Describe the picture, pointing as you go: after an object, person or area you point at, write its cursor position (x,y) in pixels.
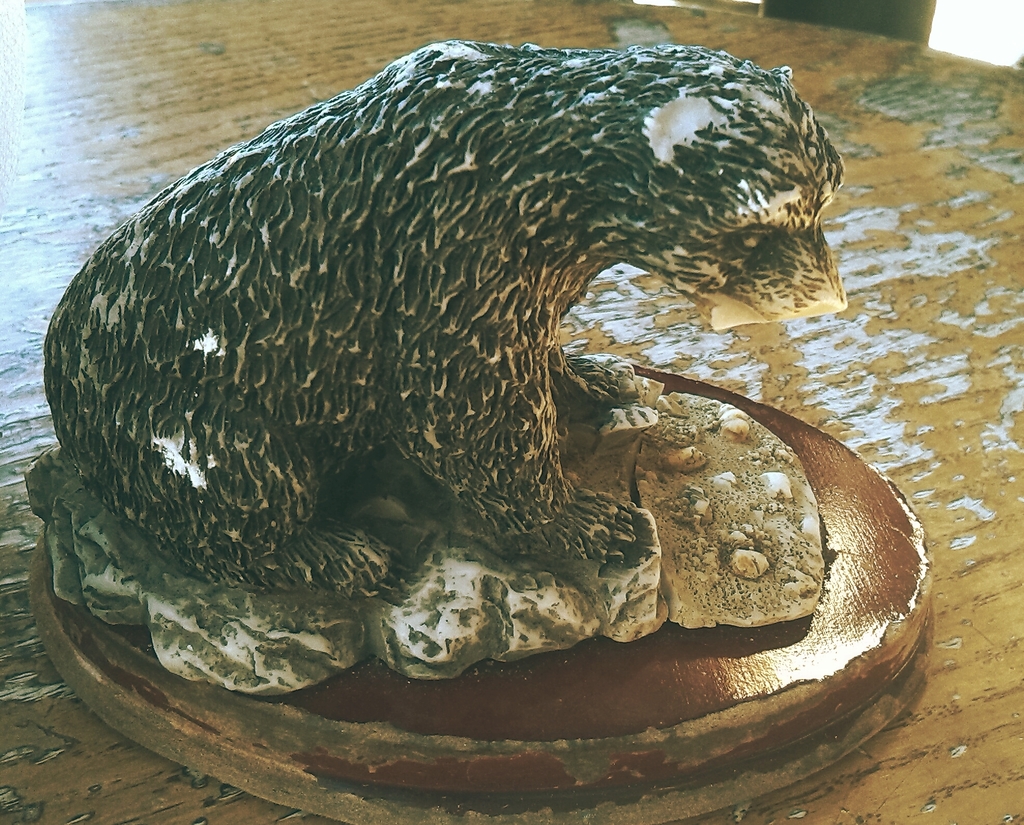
In this picture we can see a sculpture (505,315) of an animal (470,348), at the bottom (941,553) there is floor (979,530).
